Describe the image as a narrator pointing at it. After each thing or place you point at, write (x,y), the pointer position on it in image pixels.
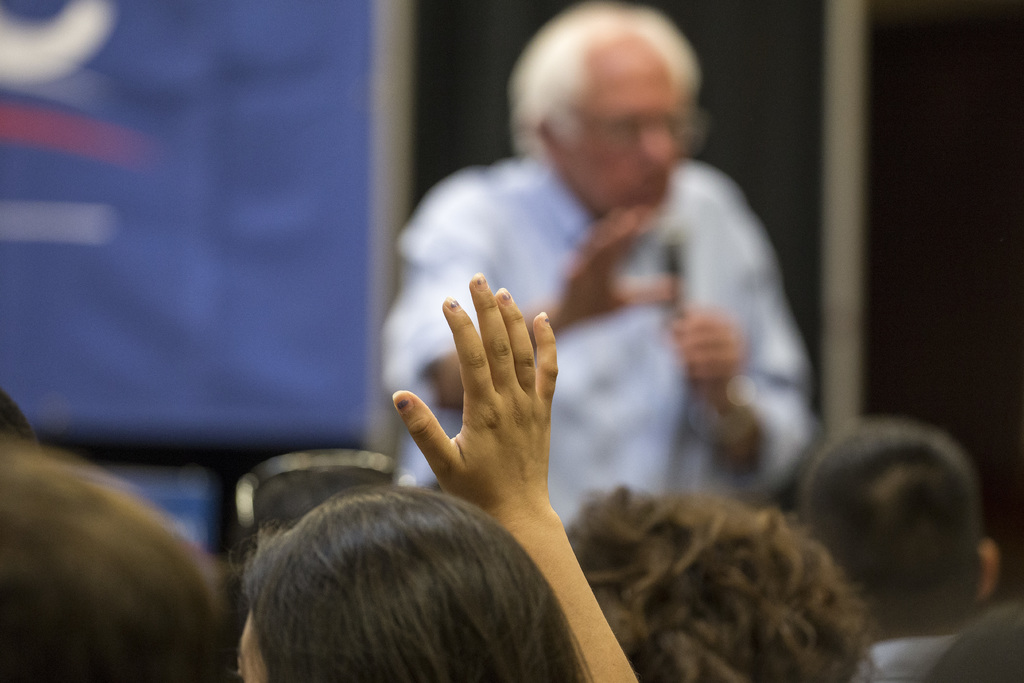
At the bottom of the image (536,590) there are people (573,601). In the center of the image (584,420) there is a person (655,70) holding a mic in his hand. At the background of the image (199,161) there is a banner (132,158).
